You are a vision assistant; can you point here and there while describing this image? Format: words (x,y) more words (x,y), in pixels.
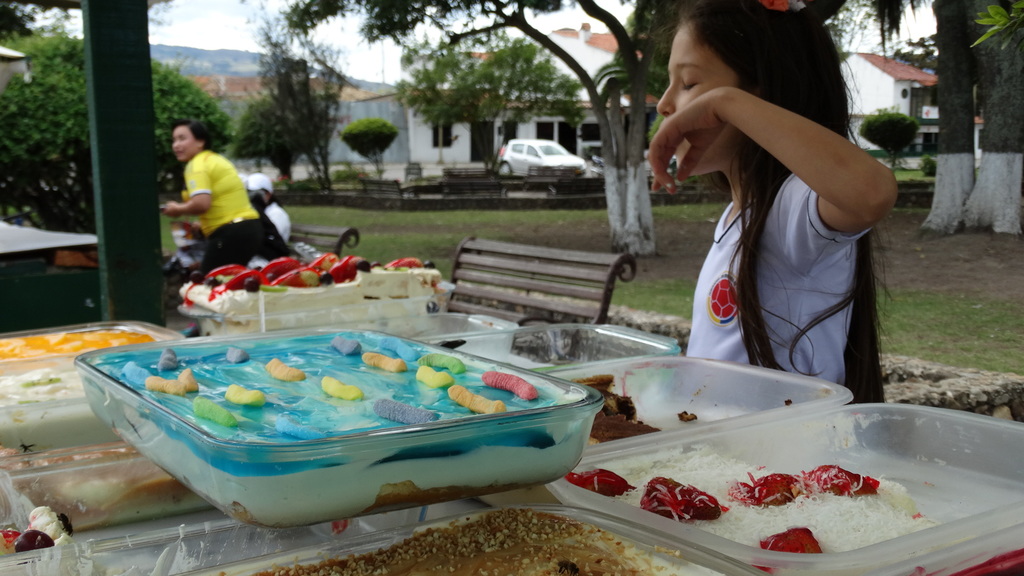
In this picture, we see the girl (796,193) in the white T-shirt (801,202) is standing. In front of her, we see a table (496,525) on which the plastic trays (405,510) containing the food items (378,458) are placed. Beside her, we see a bench (554,269). In the middle (604,199), we see a tree (633,220). On the left side (117,133), we see a pole (119,158) and a woman (216,215) in the yellow T-shirt (203,176) is standing. Beside her, we see the people (256,193) are sitting on the bench (319,245). There are trees (259,118), buildings (466,135) and the benches (377,194) in the background (619,201). We see a white car (544,150) moving on the road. At the top (260,43), we see the sky (354,44).
